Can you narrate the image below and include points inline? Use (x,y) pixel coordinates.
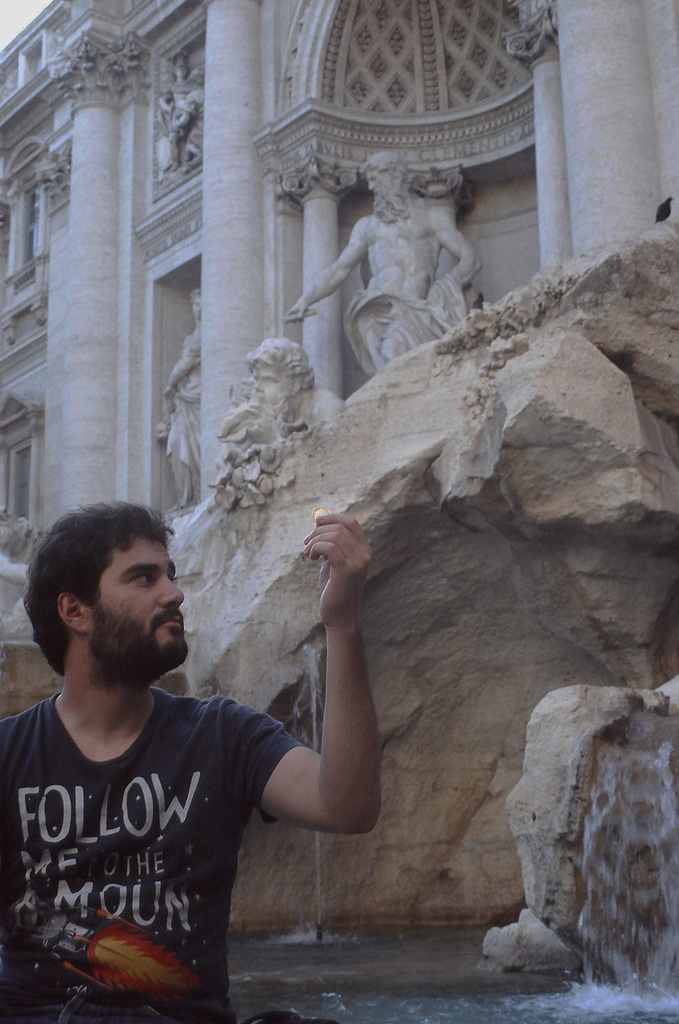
In this image we can see a person (132,860) wearing black color T-shirt (146,851) sitting and in the background of the image (389,944) there is water (389,944) and some statues (262,396) of human beings (383,287) which are attached to the wall (341,95) of a building (288,249).
